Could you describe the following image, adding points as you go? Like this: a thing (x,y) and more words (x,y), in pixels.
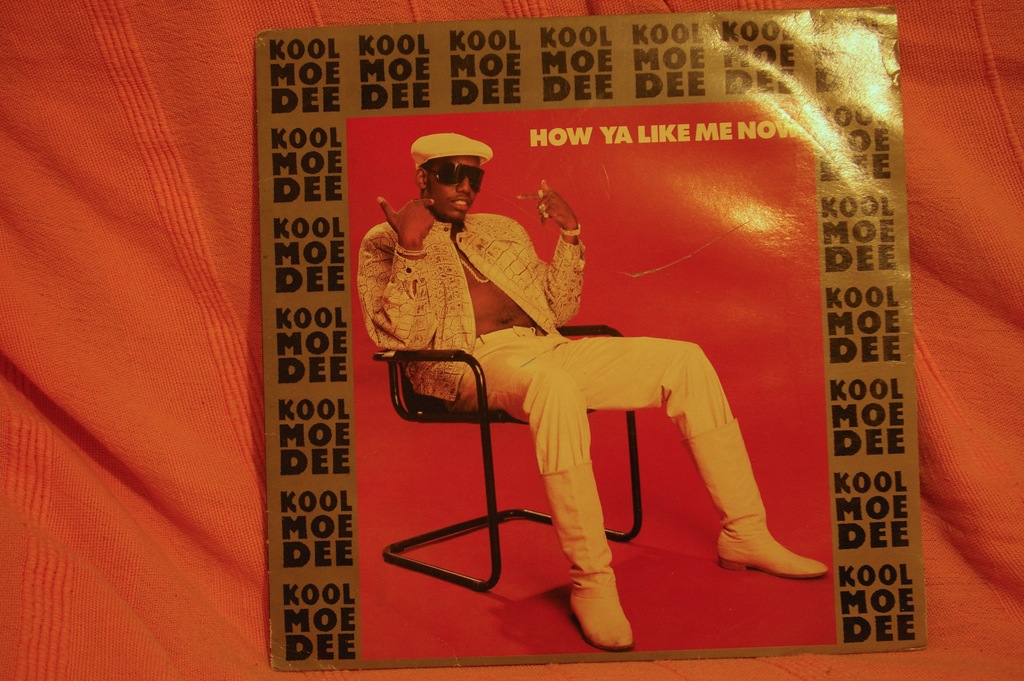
In this image there is a poster (473,372) on it a person (462,289) wearing white dress (463,341) sitting on a chair (481,386). he is wearing white cap (444,149) and sunglasses (447,167). In the border (512,89) it is written KOOL MOE DEE. The poster (461,88) is on an orange cloth (110,302).
